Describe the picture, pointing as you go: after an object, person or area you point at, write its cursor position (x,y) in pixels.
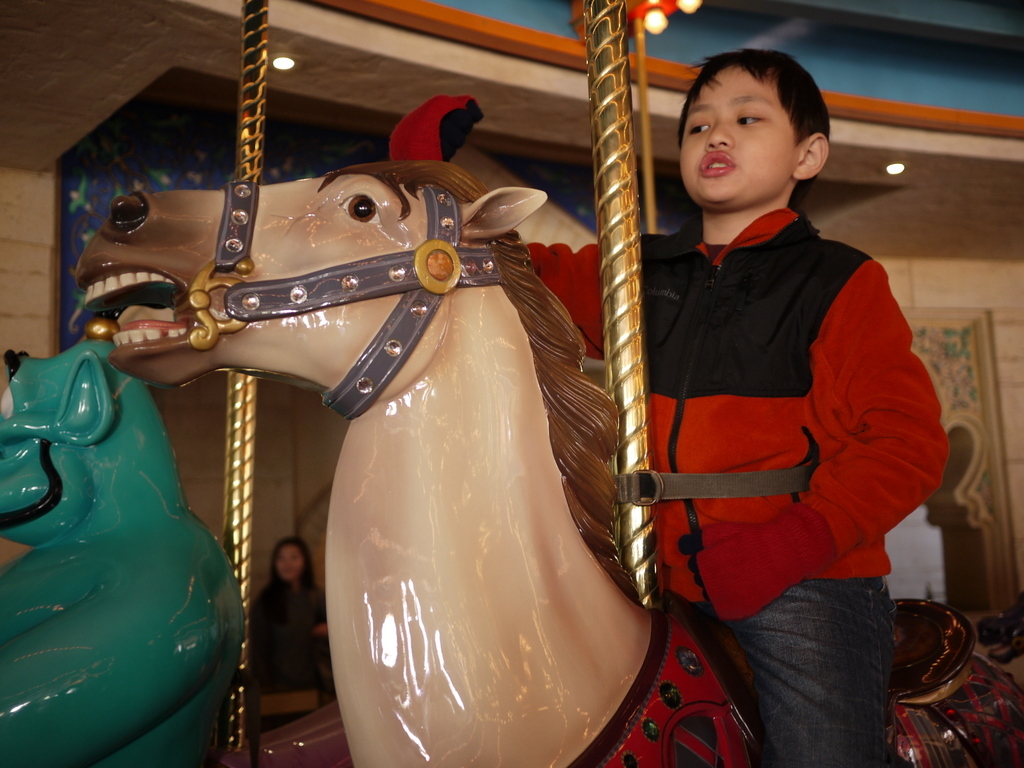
In this picture we can see a kid (741,409) riding a carousel ride (627,570). Behind the kid (703,441), there is a person (273,588) and a wall (971,325). At the top of the image (293,67), there are ceiling lights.
